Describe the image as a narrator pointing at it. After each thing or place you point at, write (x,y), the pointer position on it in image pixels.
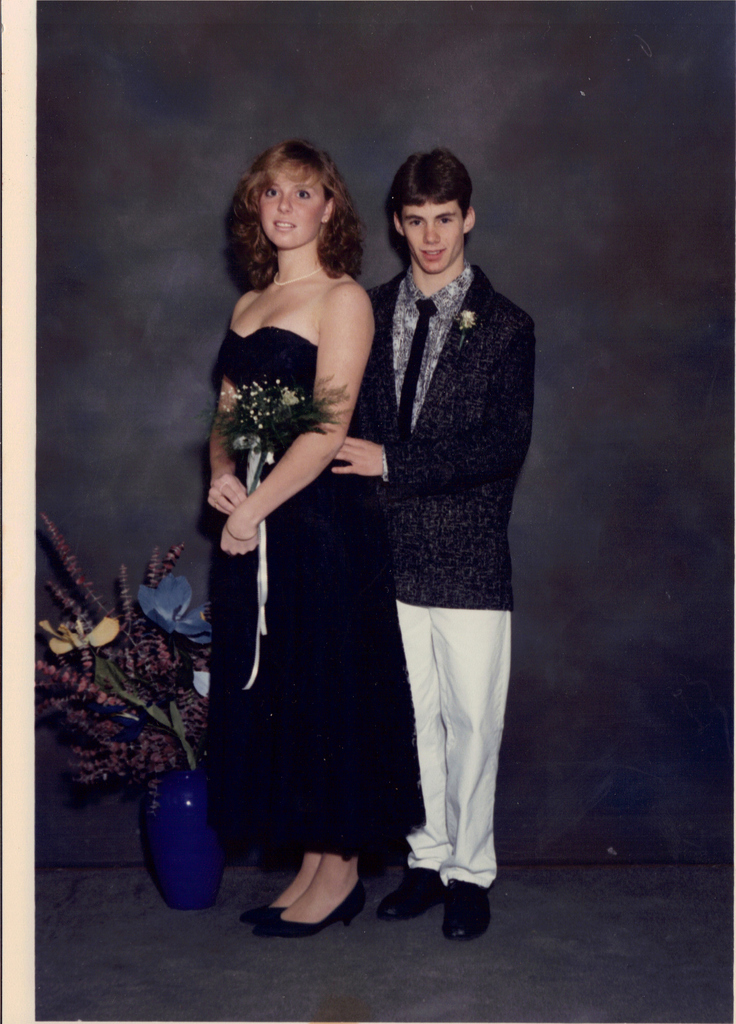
In this image I can see two people (426,579) standing and wearing the black and white color dresses (395,496). To the left (163,721) I can see the flower vase (164,843) and there is a black background (267,77).
